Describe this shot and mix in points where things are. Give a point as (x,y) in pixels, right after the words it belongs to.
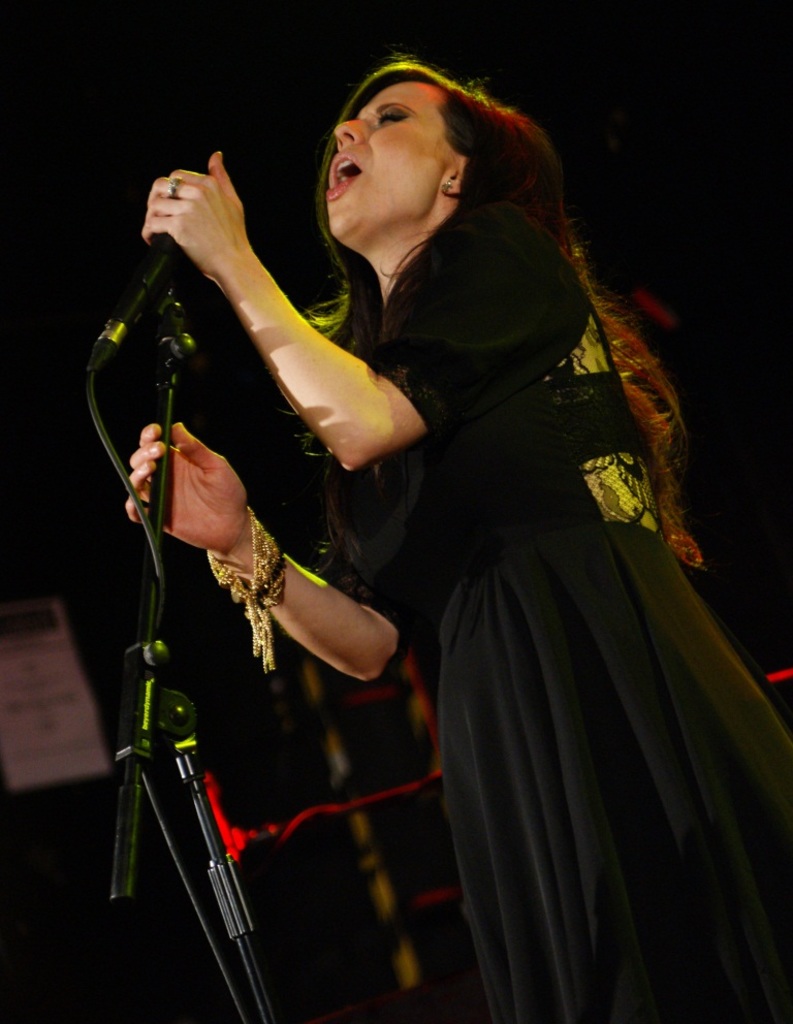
In this image I can see a woman (480,458) is singing a song by holding a mike (165,242) in her hand (180,221).
